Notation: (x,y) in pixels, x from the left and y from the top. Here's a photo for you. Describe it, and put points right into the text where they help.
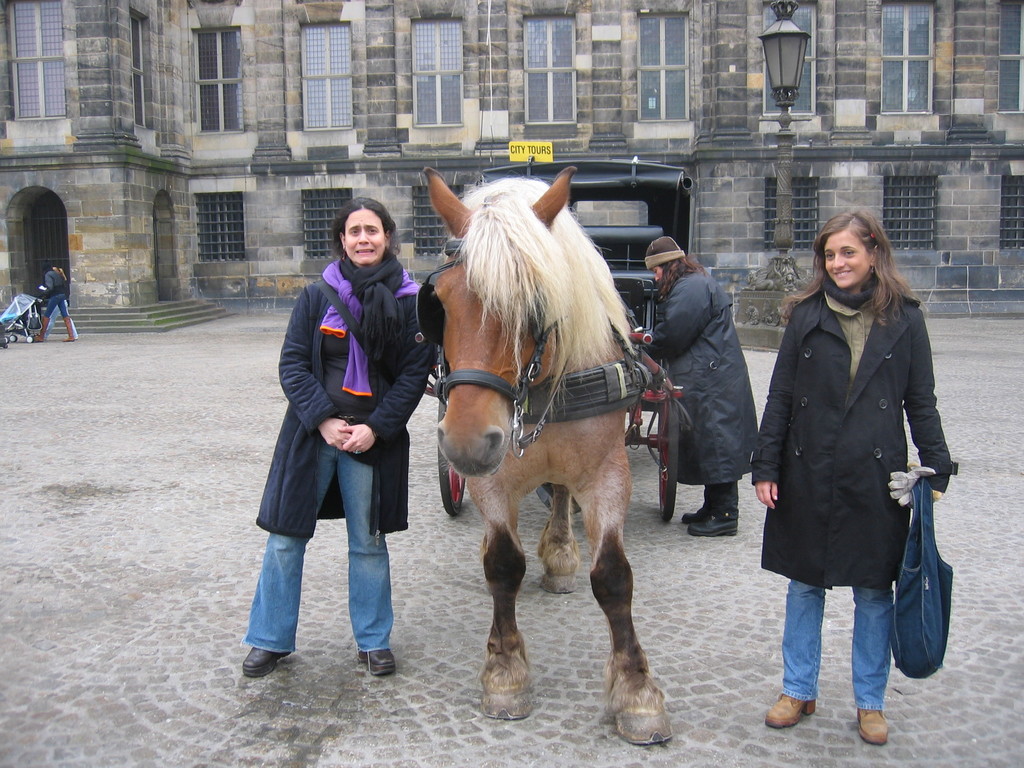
There are three persons (406,435) standing. this is a horse (590,304) with a cart (594,188). This is a street lamp (780,88). And here I can see another person (56,307) walking, holding the stroller (15,323). This is a building (306,60) with windows (542,68).
